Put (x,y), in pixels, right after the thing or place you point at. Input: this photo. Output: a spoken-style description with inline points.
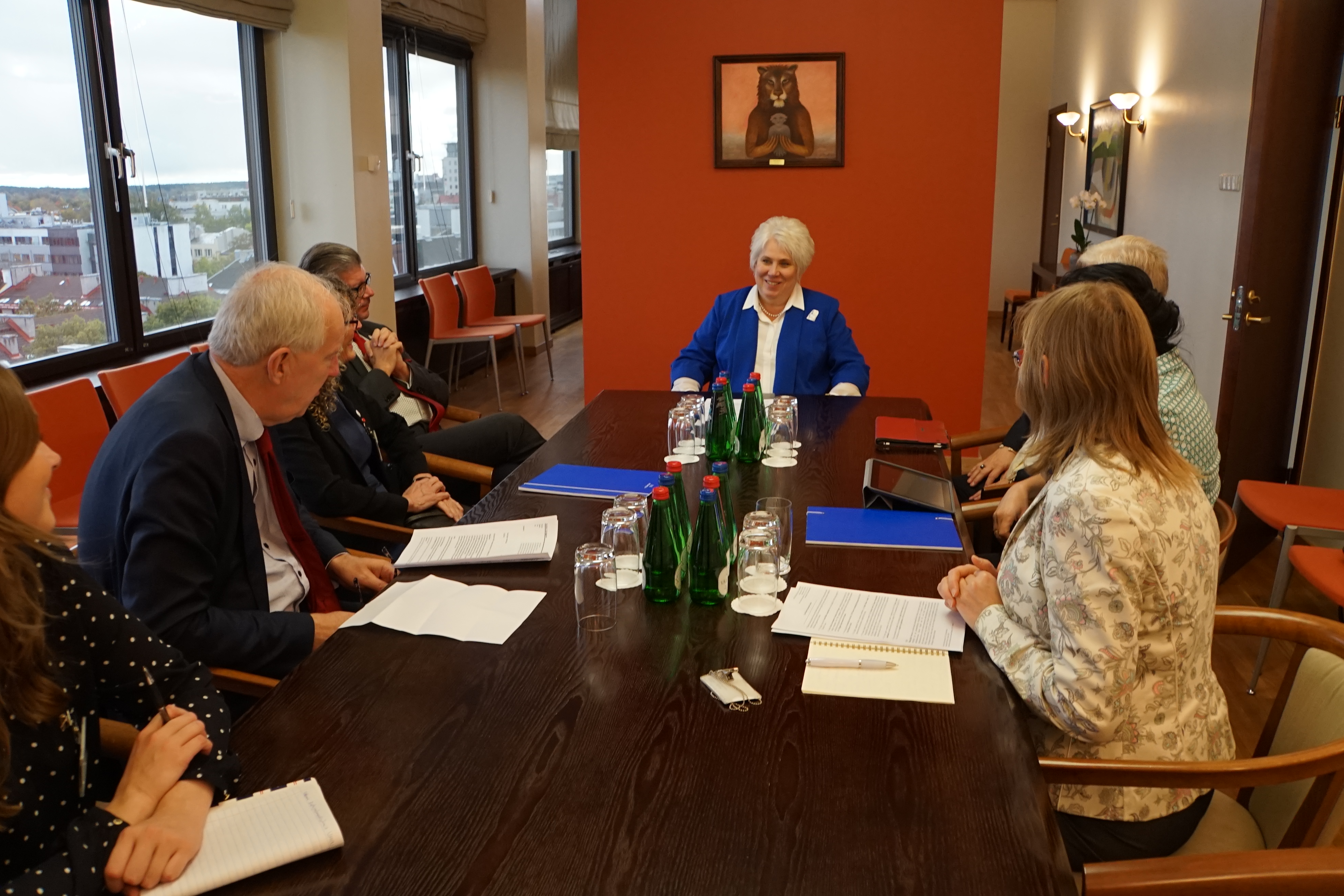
This looks like a conference room (1055,869) where a group (74,821) are sitting on a chair (1114,866) and discussing about something. There is a woman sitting on the center (860,362) and she is smiling. There is a man (269,289) sitting on the chair (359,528) on left side (350,575) and speaking to a woman (341,454). This is a wooden table (674,738) where a file (872,513), a laptop (901,477), a bottle (756,426), a glass (786,410) and a pen (893,664) is kept on it.
